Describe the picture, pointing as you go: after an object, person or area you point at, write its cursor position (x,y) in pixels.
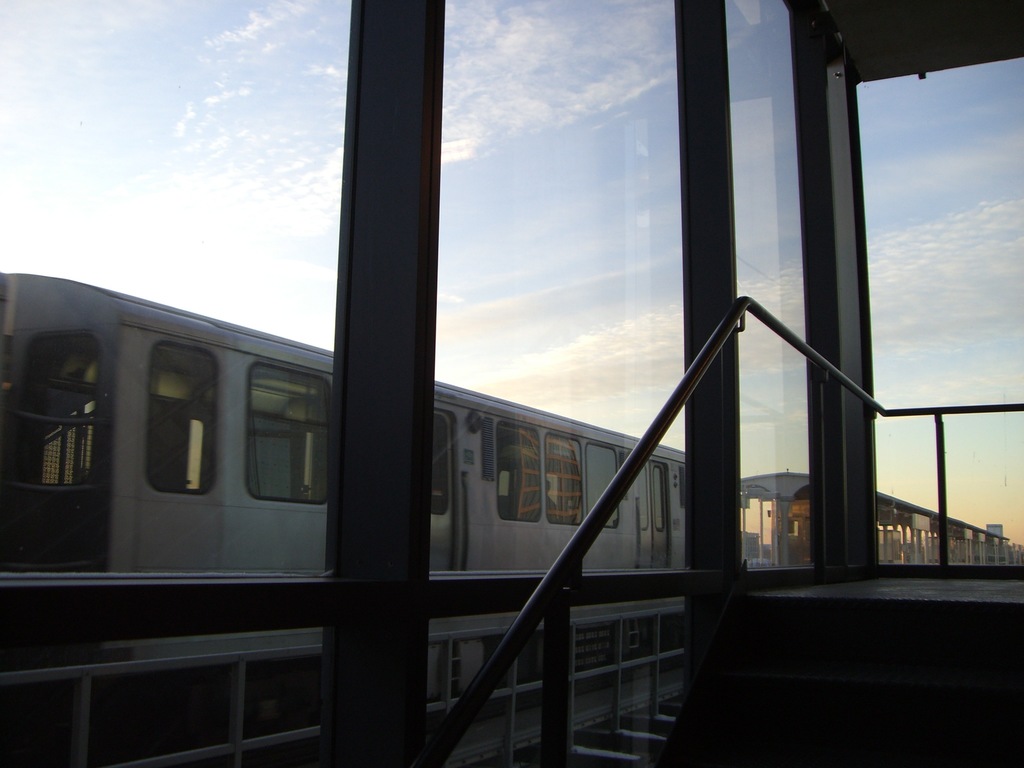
Outdoor picture. Sky (594,132) is cloudy and it is in blue color. Train (485,523) is in silver color with windows (284,462) and doors (440,489). A rod (730,320) in black color.
